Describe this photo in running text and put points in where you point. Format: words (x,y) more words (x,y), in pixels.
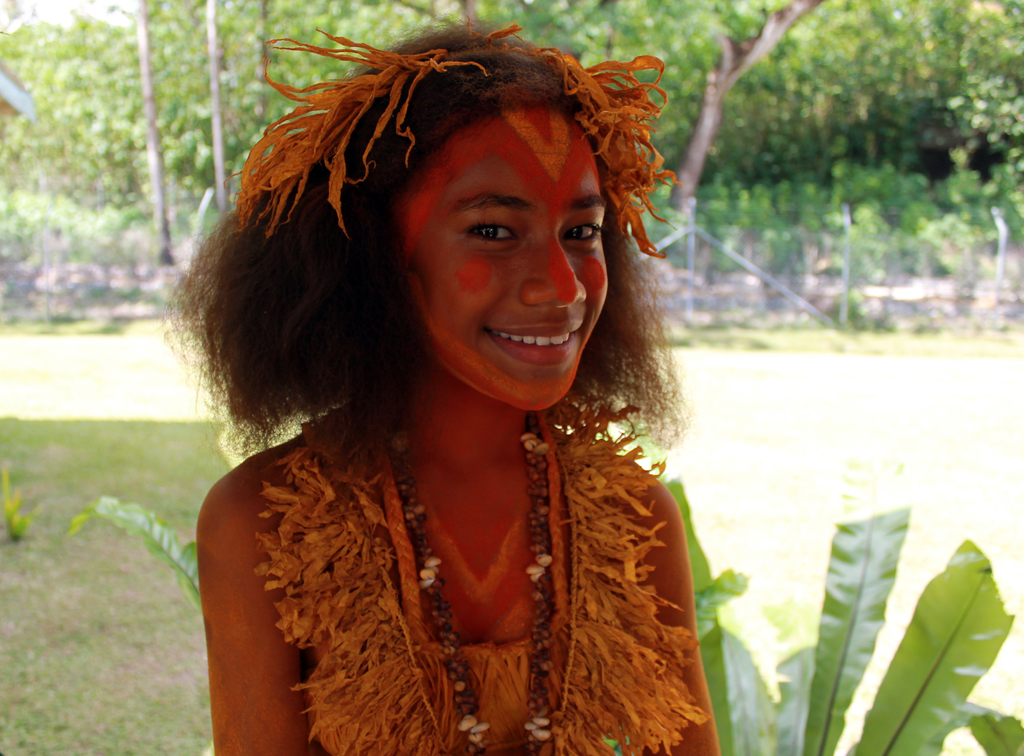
In this image, we can see a woman (471,554) wearing a costume (369,546). She is watching and smiling. Background (966,368) we can see grass (62,500), plants (977,191), fencing (197,241), poles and trees (237,31).
